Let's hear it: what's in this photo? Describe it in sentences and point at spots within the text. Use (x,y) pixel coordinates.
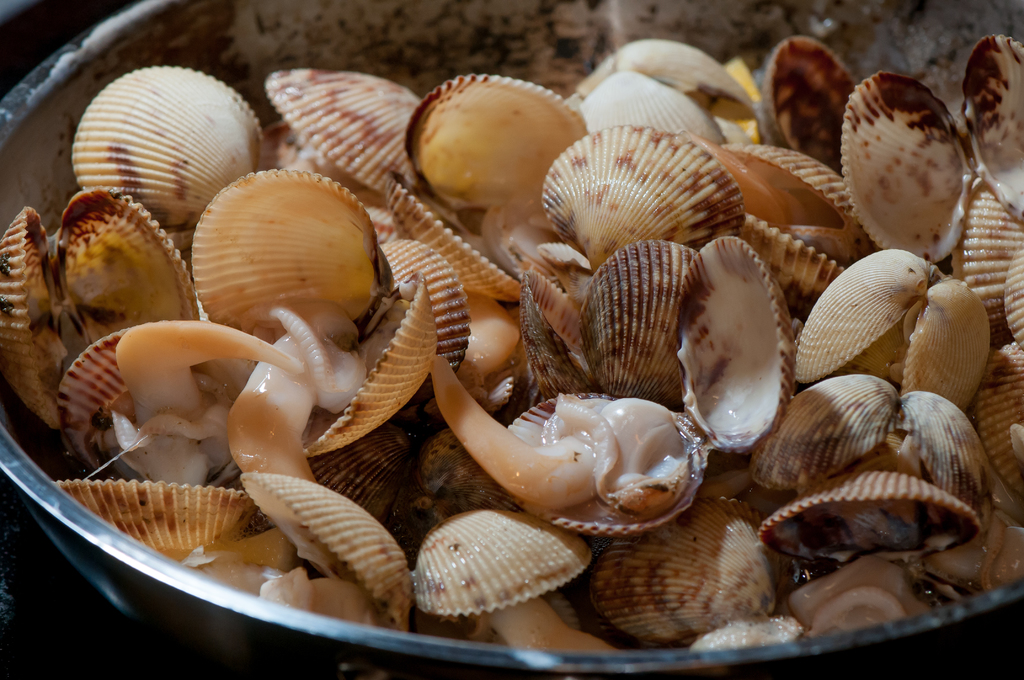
In the center of the image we can see one bowl (579,11). In the bowl (546,445), we can see some objects (589,417) and shells (753,409), which are in cream and brown color.
